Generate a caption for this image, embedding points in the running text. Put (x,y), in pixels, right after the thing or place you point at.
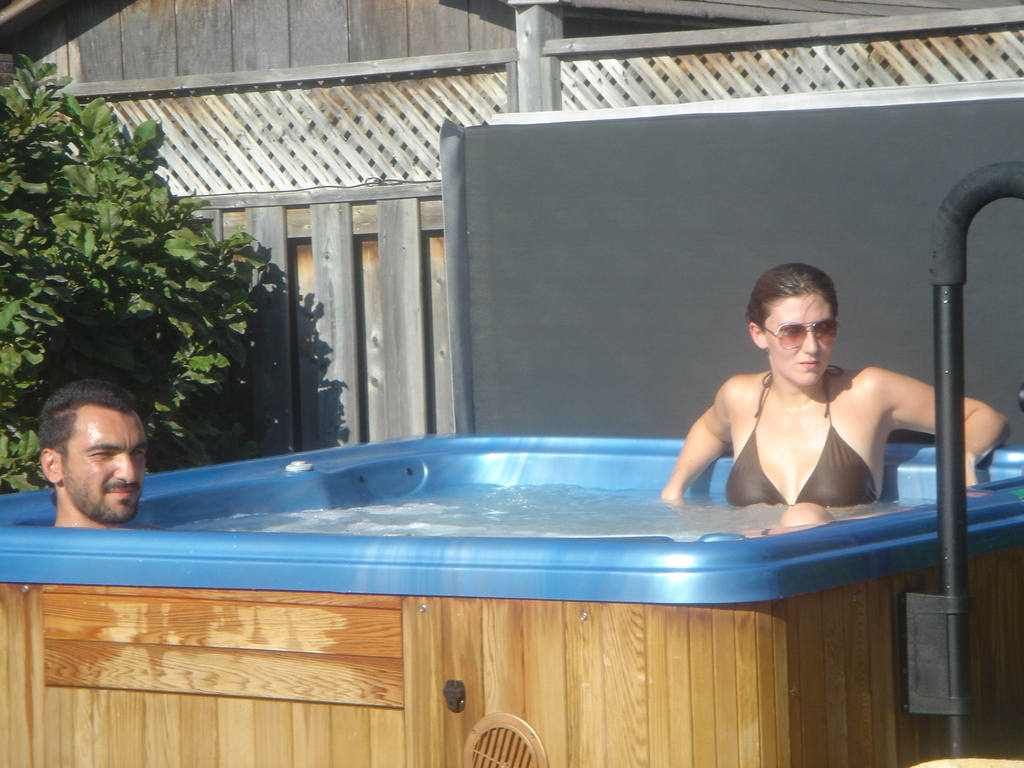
In this image we can see two persons (119,472) in a water tub (357,452) and behind them we can see the plants (194,246).
